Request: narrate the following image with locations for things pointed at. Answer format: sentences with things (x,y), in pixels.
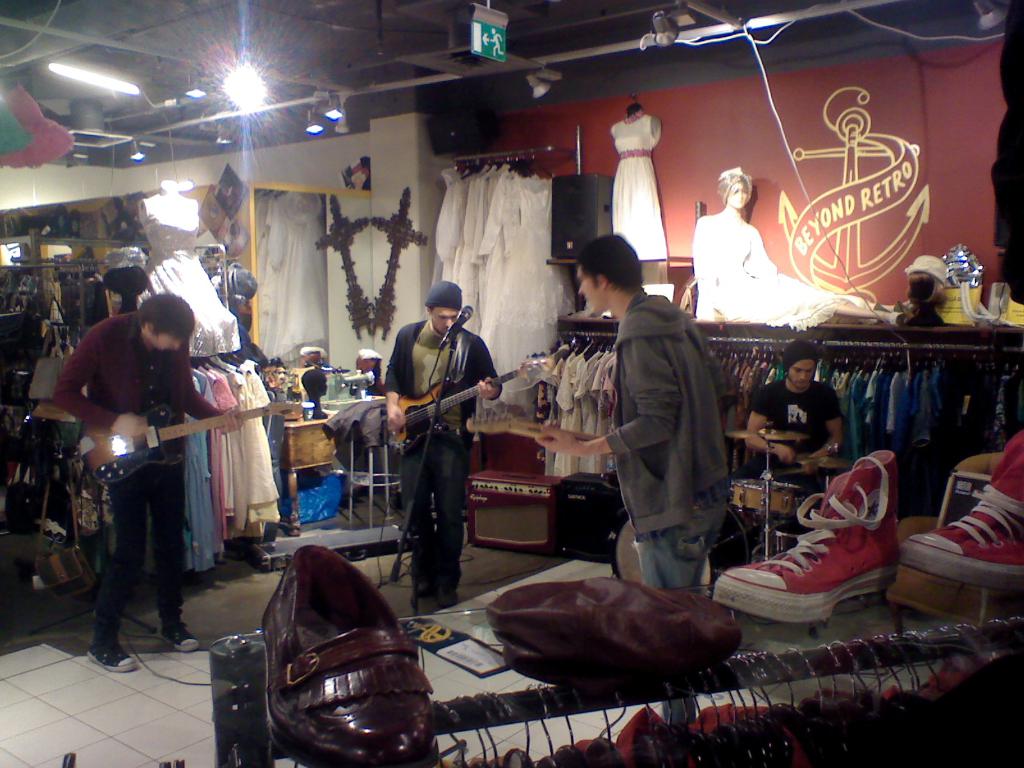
In this picture we can see a group of people (449,484), three people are holding guitars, here we can see a mic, musical instruments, shoes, clothes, stand (400,541), mannequins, mirror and some objects (60,573). In the background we can see lights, wall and sign board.
